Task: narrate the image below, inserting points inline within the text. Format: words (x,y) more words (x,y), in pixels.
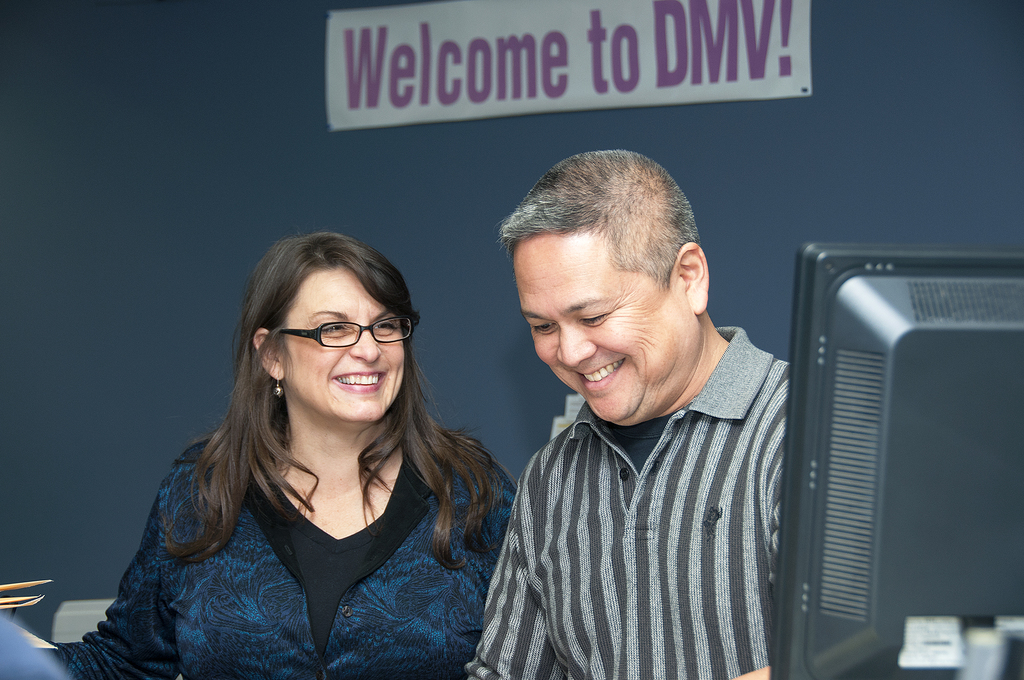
In this picture there is a man (474,660) and a woman (425,400) in the center of the image (534,283) and there is a welcome poster (396,93) at the top side of the image (648,64), there is a monitor (844,402) on the right side of the image (912,444).
